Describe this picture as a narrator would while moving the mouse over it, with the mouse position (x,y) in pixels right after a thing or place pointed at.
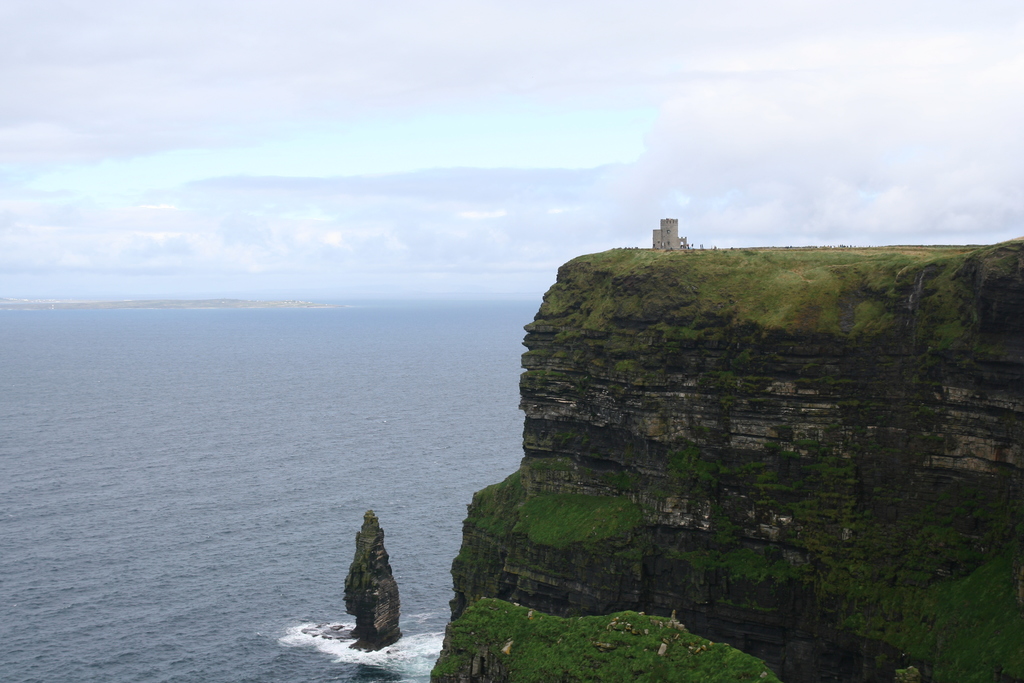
In this image we can see an ocean (244,520) and mountain (739,472). The sky (632,141) is covered with clouds (311,199).
